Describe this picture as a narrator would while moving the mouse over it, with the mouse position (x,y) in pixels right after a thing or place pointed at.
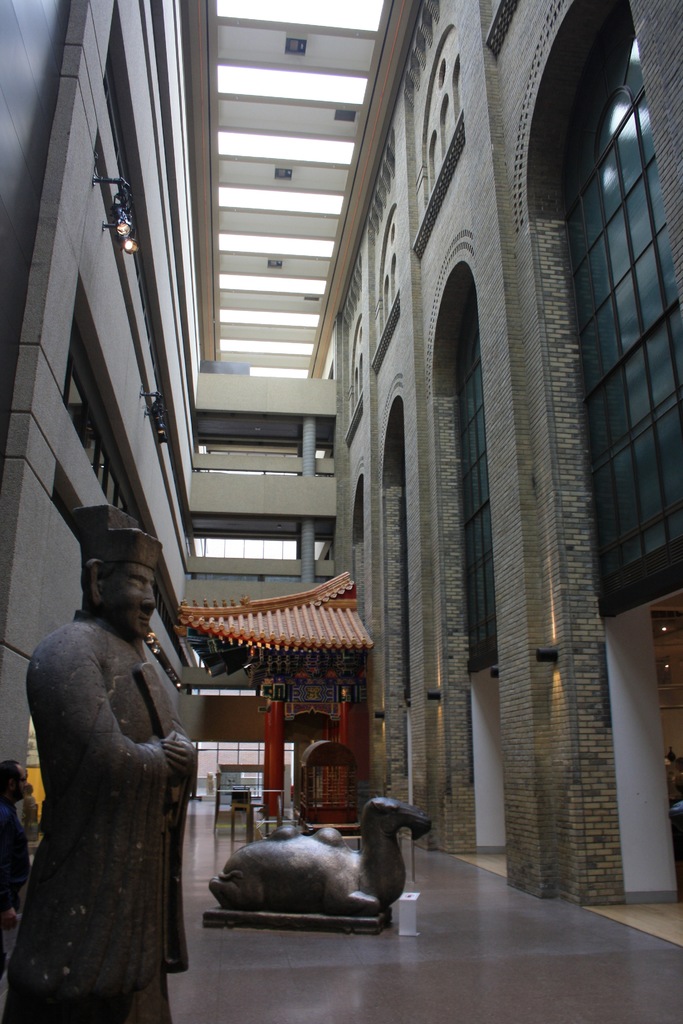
In the image there is a wall (363,431), roof (289,306), pillars (527,709) with arches (481,671), statues (103,841), lights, one person (12,898) is standing and a few other objects (680,839).
